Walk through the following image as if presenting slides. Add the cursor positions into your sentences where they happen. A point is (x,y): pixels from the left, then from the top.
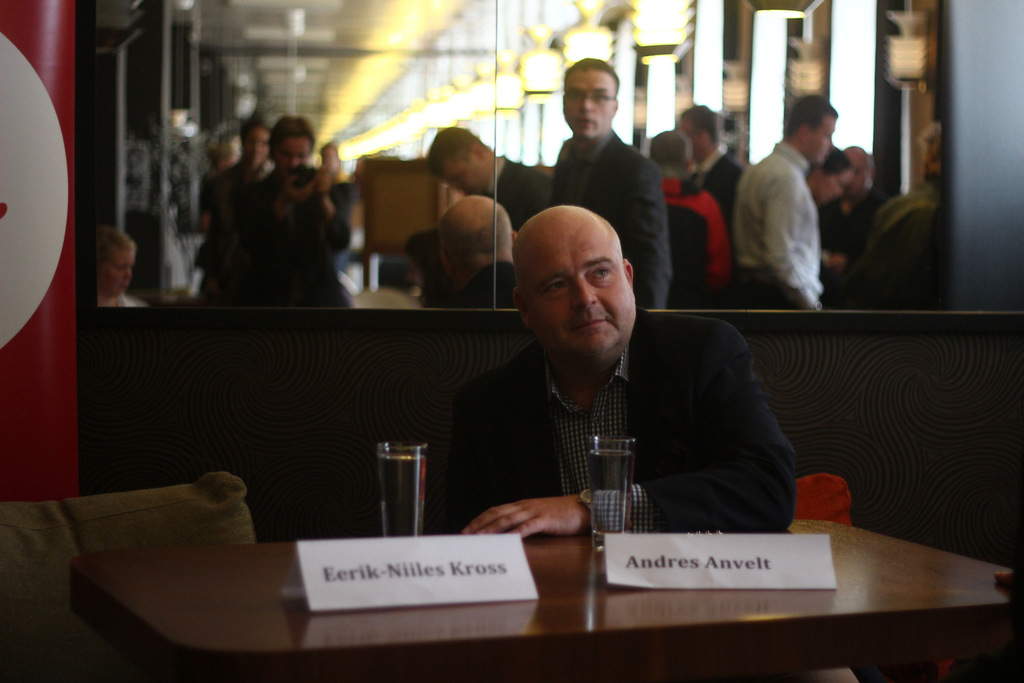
In the picture it looks like a restaurant (719,614), there is a table (728,615) and there are two name cards (633,560) on the table (721,595) there also two glasses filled with water (396,501) in front of the table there is a man (641,345) sitting he is wearing a blazer (726,408) to the left side of the man (695,406) there is a pillow (182,516), behind him there is a mirror (245,133) inside the mirror (399,145) there are few people (472,184), some of them are standing and some of them are sitting in the background (540,69) there are some windows (842,22) and lights (408,122) and there is also a chair (383,218).
